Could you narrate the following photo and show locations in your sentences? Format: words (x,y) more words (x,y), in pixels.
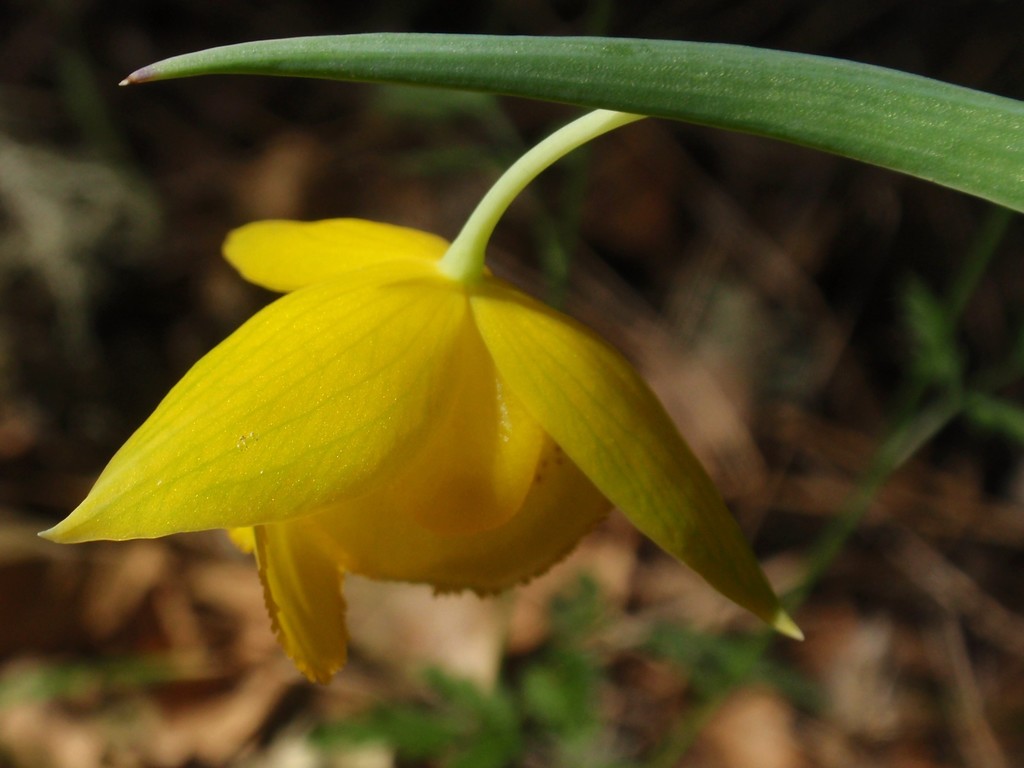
In this image I can see a flower (310,414) which is in yellow color along with the leaf (558,70) which is in green color. The background (125,259) is blurred.
